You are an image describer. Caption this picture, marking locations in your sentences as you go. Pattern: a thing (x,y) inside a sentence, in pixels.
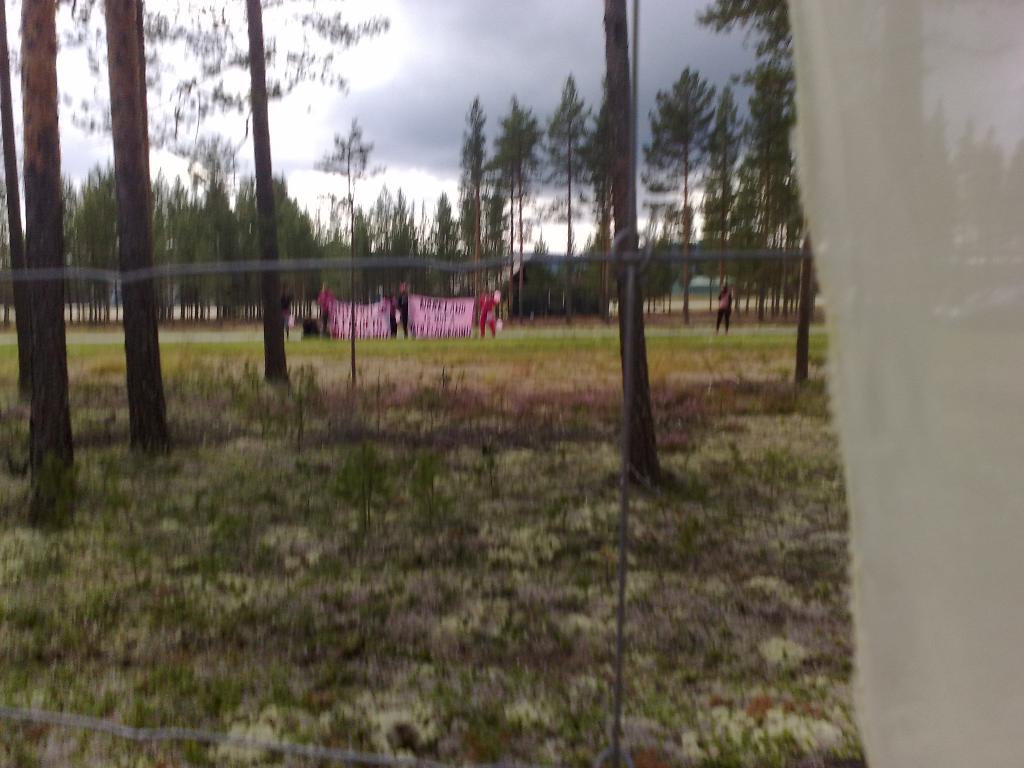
This picture is blur, we can see grass (480,347), plants (418,586) and trees (143,312). In the background (385,312) we can see people (396,312), banner (426,318), trees (506,255) and sky (410,95) with clouds (410,95).
